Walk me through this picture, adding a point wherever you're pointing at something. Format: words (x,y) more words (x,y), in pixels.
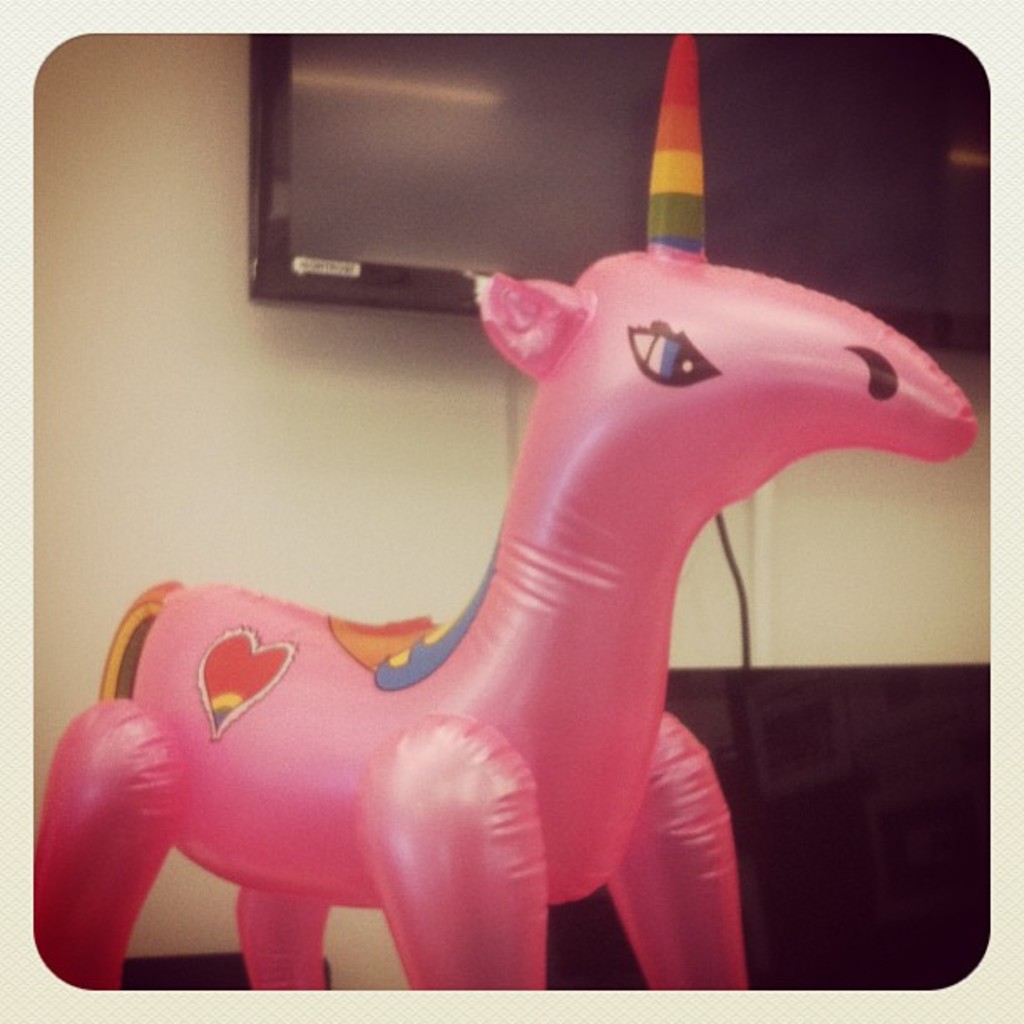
It looks like an edited image, we can see there is an inflatable unicorn (419,691). Behind the inflatable unicorn (402,641) there's a wall (249,531) with a television (321,110) and a cable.
